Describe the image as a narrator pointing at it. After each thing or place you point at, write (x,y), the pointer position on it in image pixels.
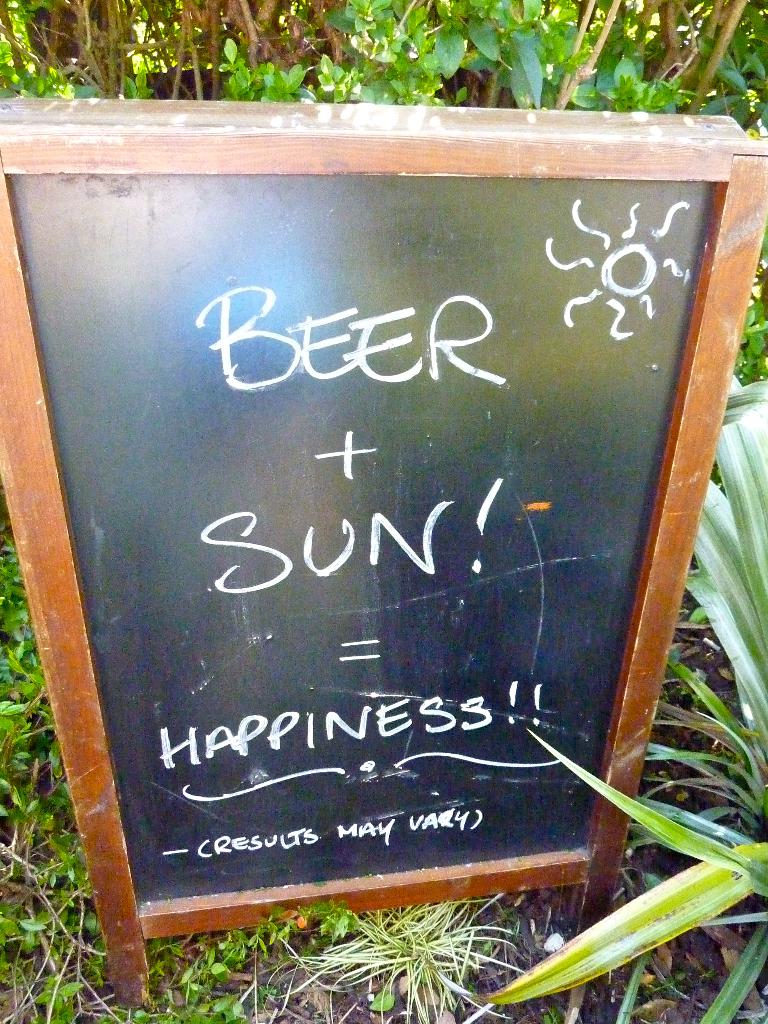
In this image we can see board (272,598) with something written. Near to the board (276,181) there are plants (15,787). In the back (43,41) we can see branches (311,62) of trees (399,53).
